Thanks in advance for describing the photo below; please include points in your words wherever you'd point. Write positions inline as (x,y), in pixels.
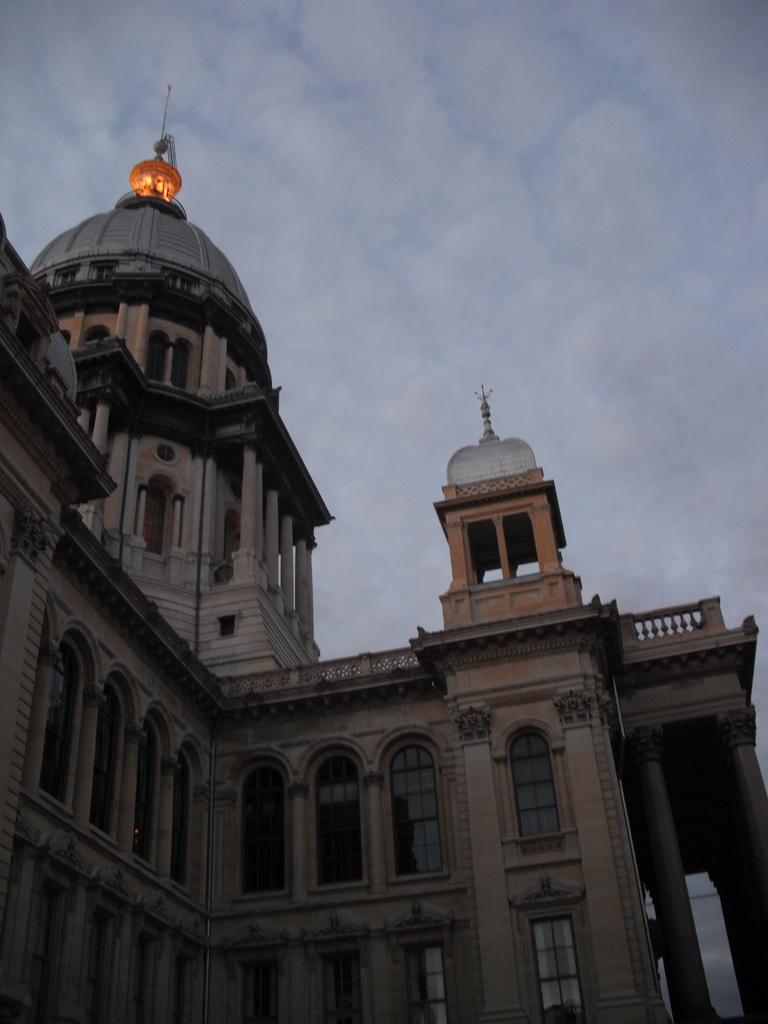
In this image we can see a building (188,507) with windows (165,456), pillars (222,812) and arches (332,757). On the top of the building (160,291) there is light (162,189). In the background (468,244) there is sky (414,149) with clouds (353,157).
